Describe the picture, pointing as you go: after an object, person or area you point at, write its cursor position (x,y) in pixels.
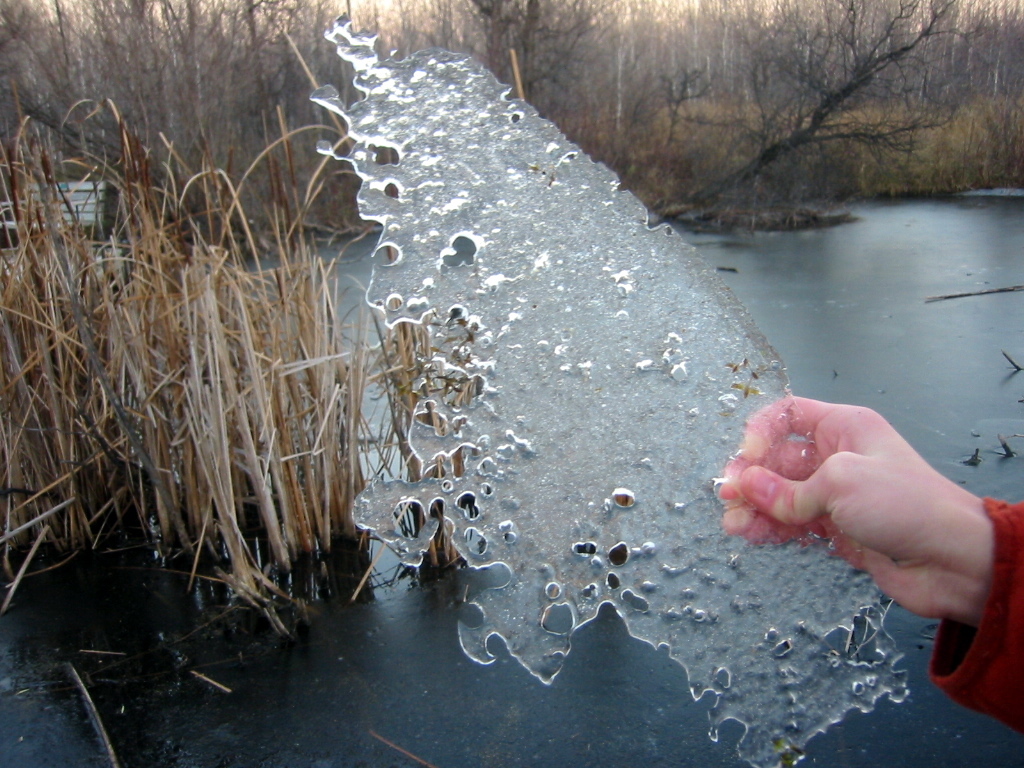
In this picture, we can see a person's hand (886,475) holding some object (701,467), we can see water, dry plants (356,425), and trees (251,210).
